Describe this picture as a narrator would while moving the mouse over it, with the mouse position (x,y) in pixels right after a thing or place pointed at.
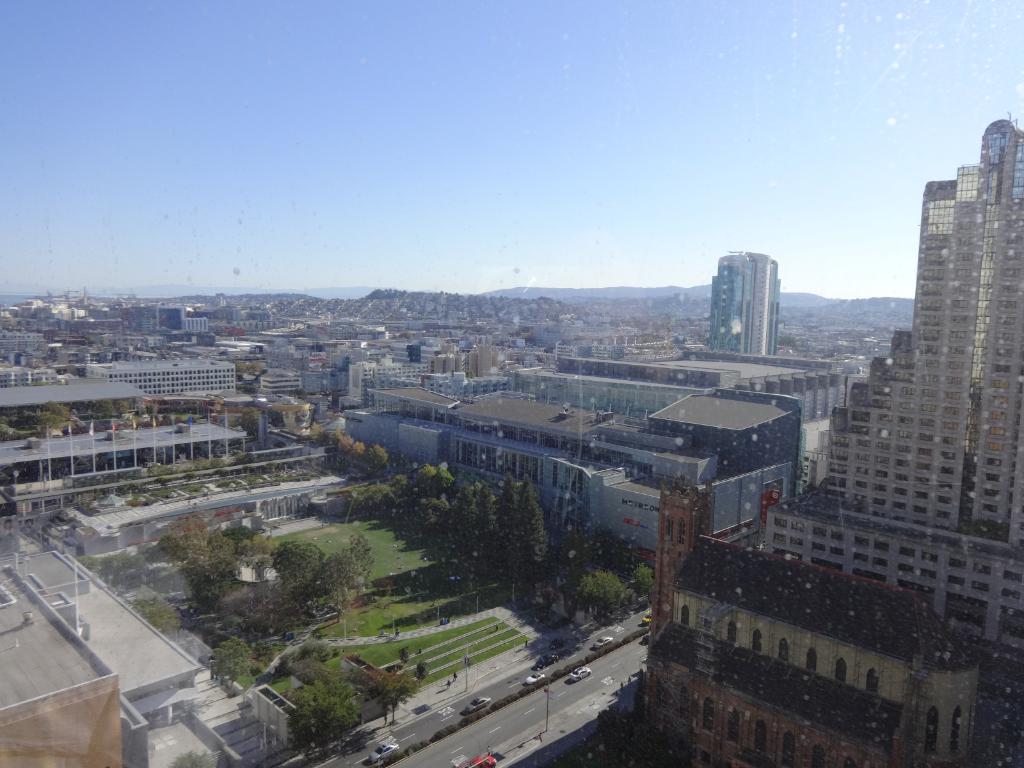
It is the picture of a city (585,459) it has many tall buildings (799,382) and houses (66,362), there is a road (519,720) and beside the road (433,723) there is a garden (532,521) with many trees (580,553).
